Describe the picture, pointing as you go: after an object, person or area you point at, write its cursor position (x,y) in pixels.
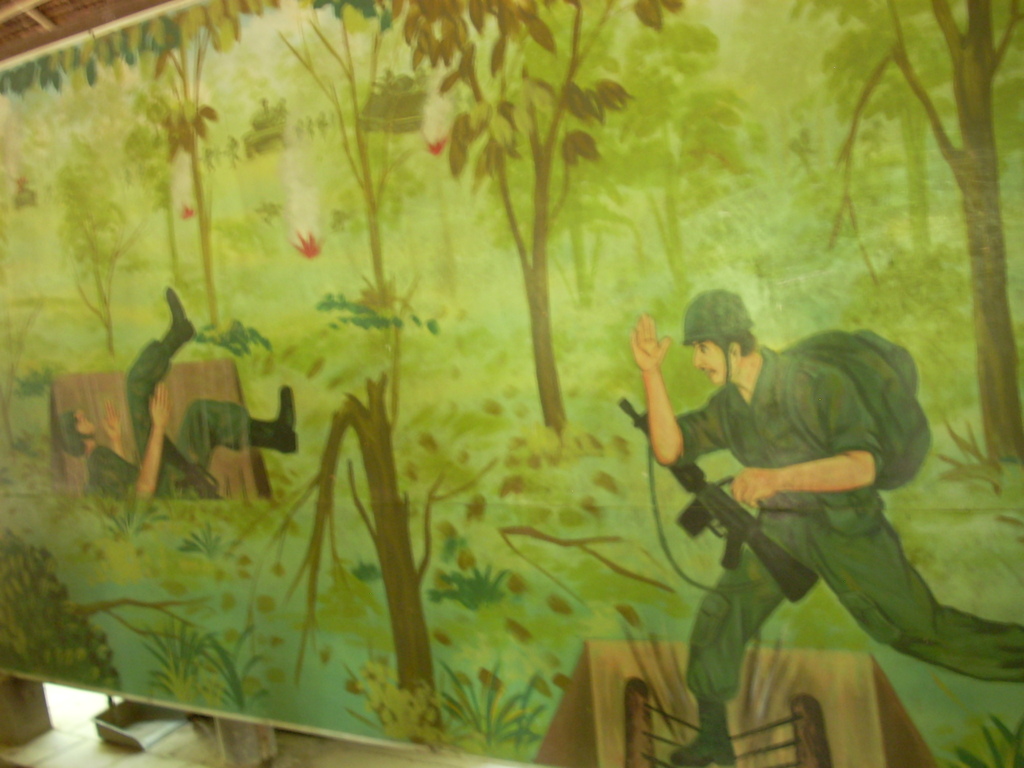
This picture consists of a board (707,225), on board (691,306) I can see an art (413,157), in the art (818,239) I can see person images (825,362), trees (916,199) and traps image (575,678) visible, at the bottom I can see floor (170,753).
